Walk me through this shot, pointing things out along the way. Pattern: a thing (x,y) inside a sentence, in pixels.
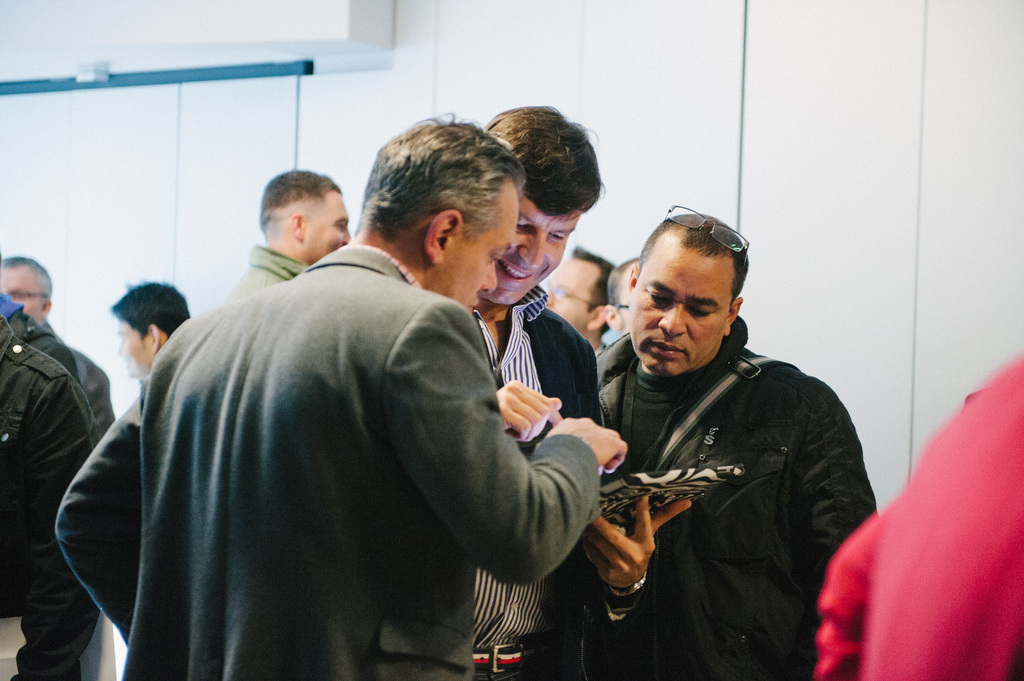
In front of the picture, we see three men (555,372) are standing. The man (504,352) in the middle of the picture (549,369) wearing black jacket (586,355) is smiling. The man (632,392) on the right (705,503) is holding a tablet (619,505) in his hand (656,526). Beside him, the man (365,490) in grey blazer (433,469) is trying to show something in the tablet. Behind them, we see many people (160,340) are standing. In the background (209,293), we see a wall (689,124) which is white in color.
